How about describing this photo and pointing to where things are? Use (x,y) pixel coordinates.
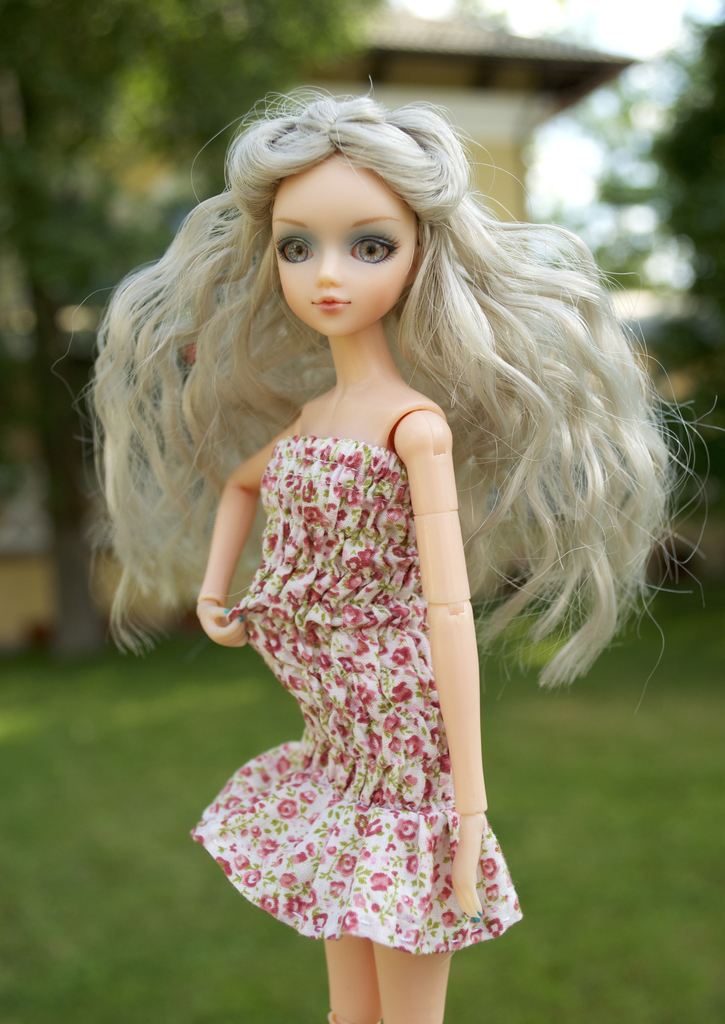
In this image in the front (334,649) there is a doll (349,537). In the background (156,662) there is grass (493,763), there are trees (114,166) and there is a house (481,113).
